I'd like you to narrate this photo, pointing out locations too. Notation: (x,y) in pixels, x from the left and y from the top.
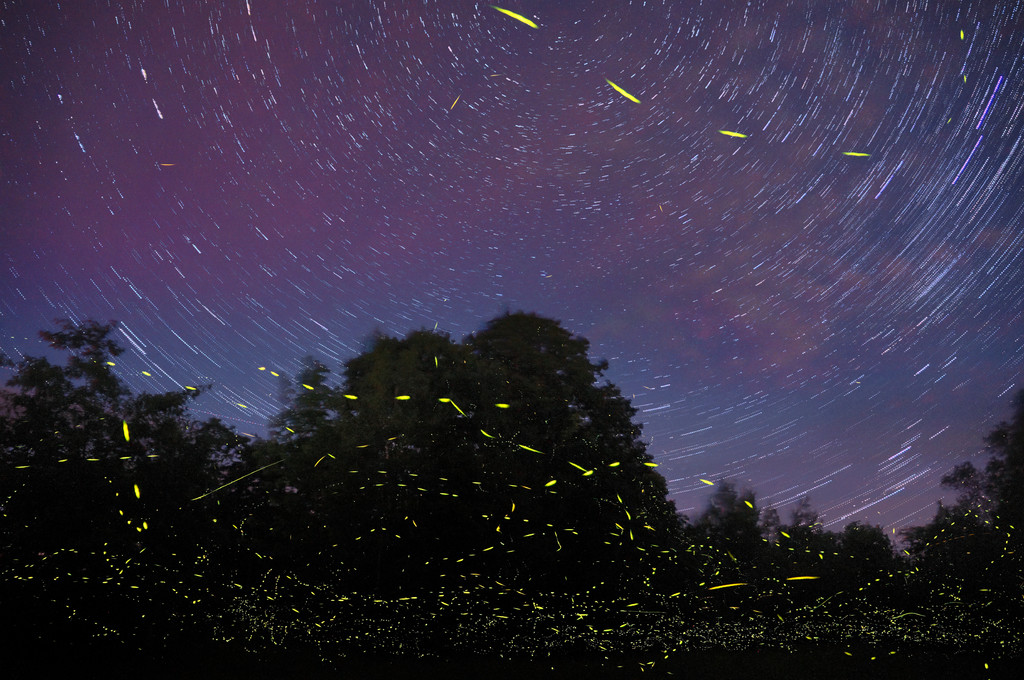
At the bottom of the image (396,570) there are some trees (113,382).
